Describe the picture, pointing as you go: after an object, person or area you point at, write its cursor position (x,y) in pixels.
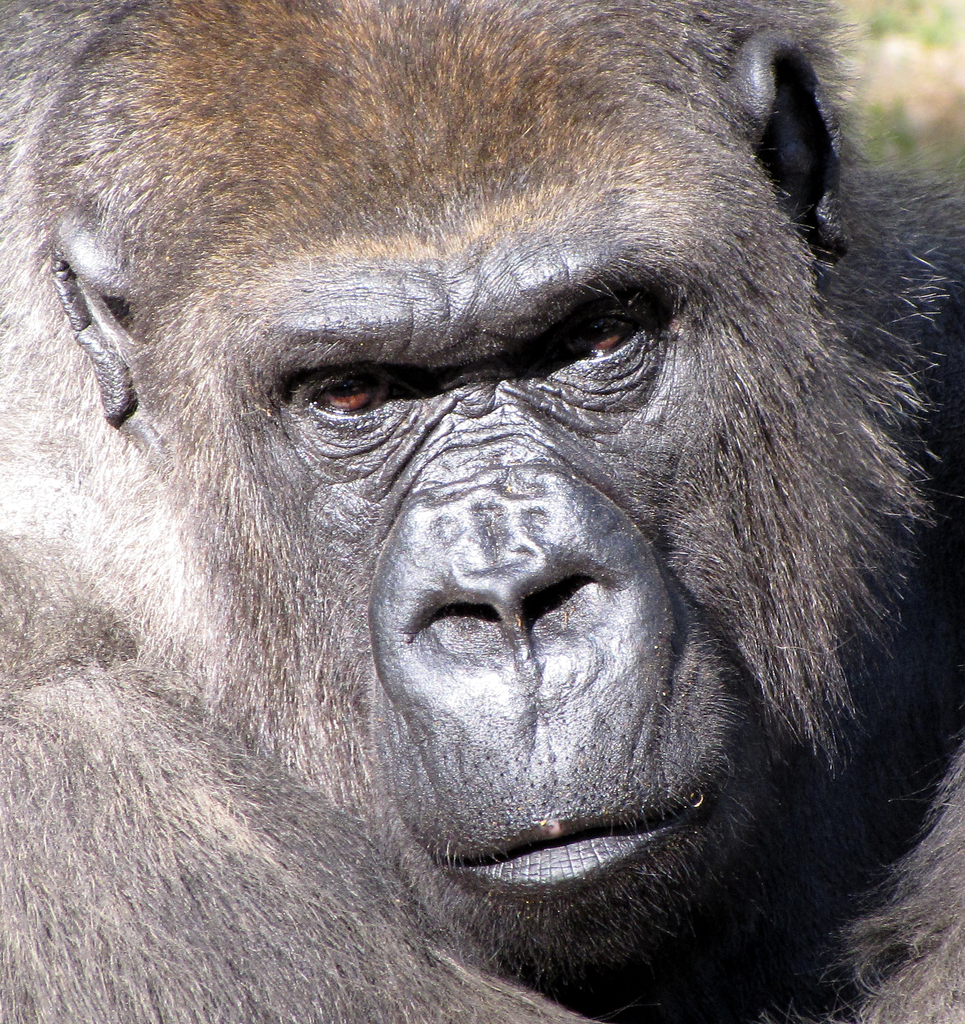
In this image, I can see the face (712,703) of a gorilla (720,708). There is a blurred background (928,59).
